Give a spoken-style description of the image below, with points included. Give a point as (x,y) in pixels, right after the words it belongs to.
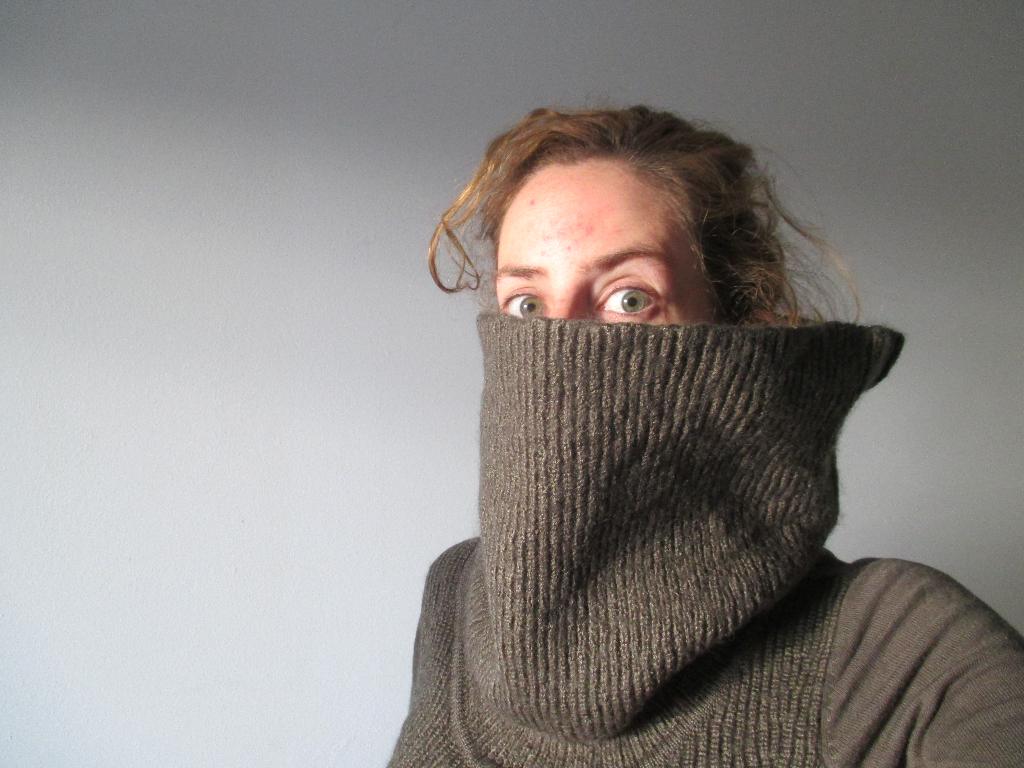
The picture consists of a person (669,446) in grey jacket (698,510). In the background (227,229) it is wall (903,120) painted white.
